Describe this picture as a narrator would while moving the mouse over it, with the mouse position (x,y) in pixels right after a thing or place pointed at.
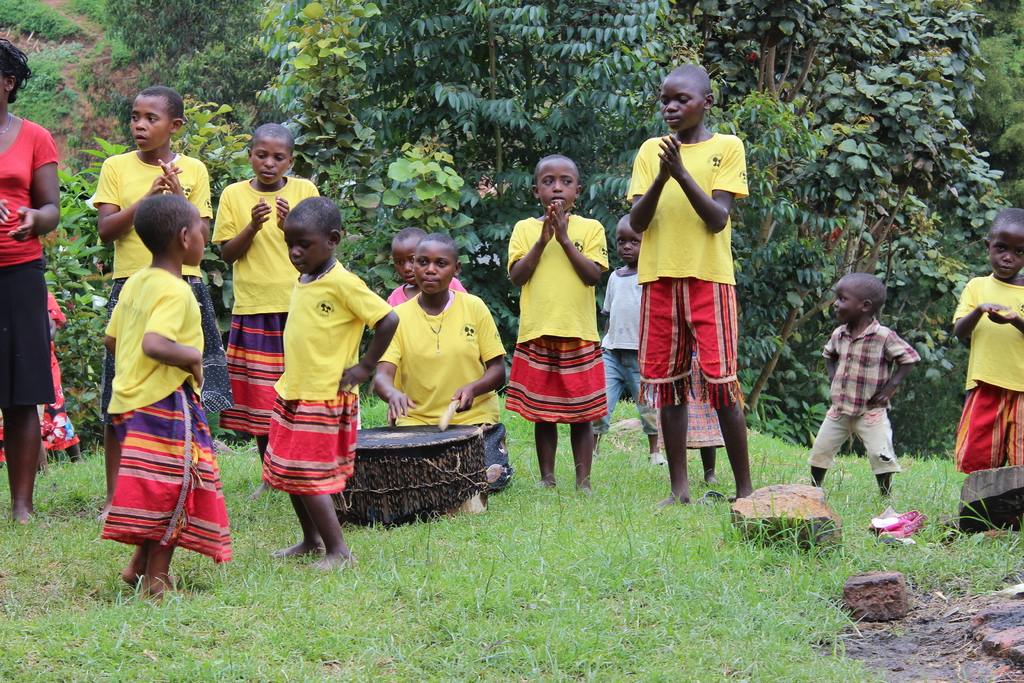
In the center of the image (537,242) there are children (678,473). In the background of the image (526,84) there are trees (676,30). At the bottom of the image (539,651) there is grass (434,634).
